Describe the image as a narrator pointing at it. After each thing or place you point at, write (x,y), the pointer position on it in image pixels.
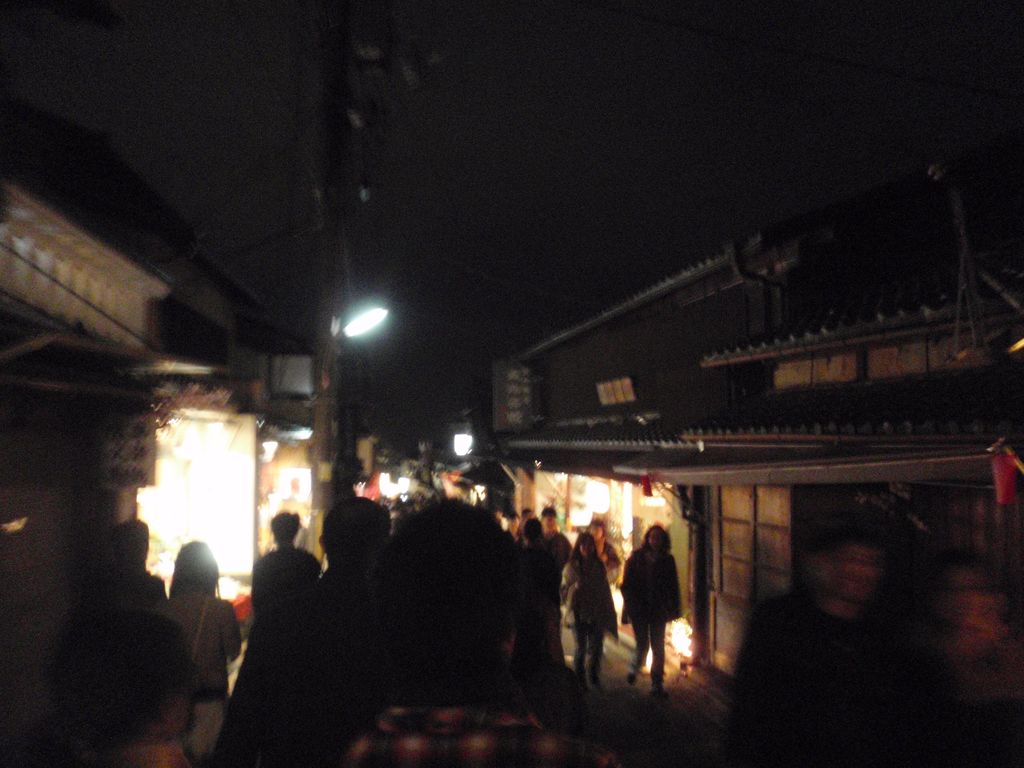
In this picture we can see a group of people (319,576) on the ground (598,722), buildings (92,555), lights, poles (325,440) and some objects (528,414) and in the background (438,122) it is dark.
